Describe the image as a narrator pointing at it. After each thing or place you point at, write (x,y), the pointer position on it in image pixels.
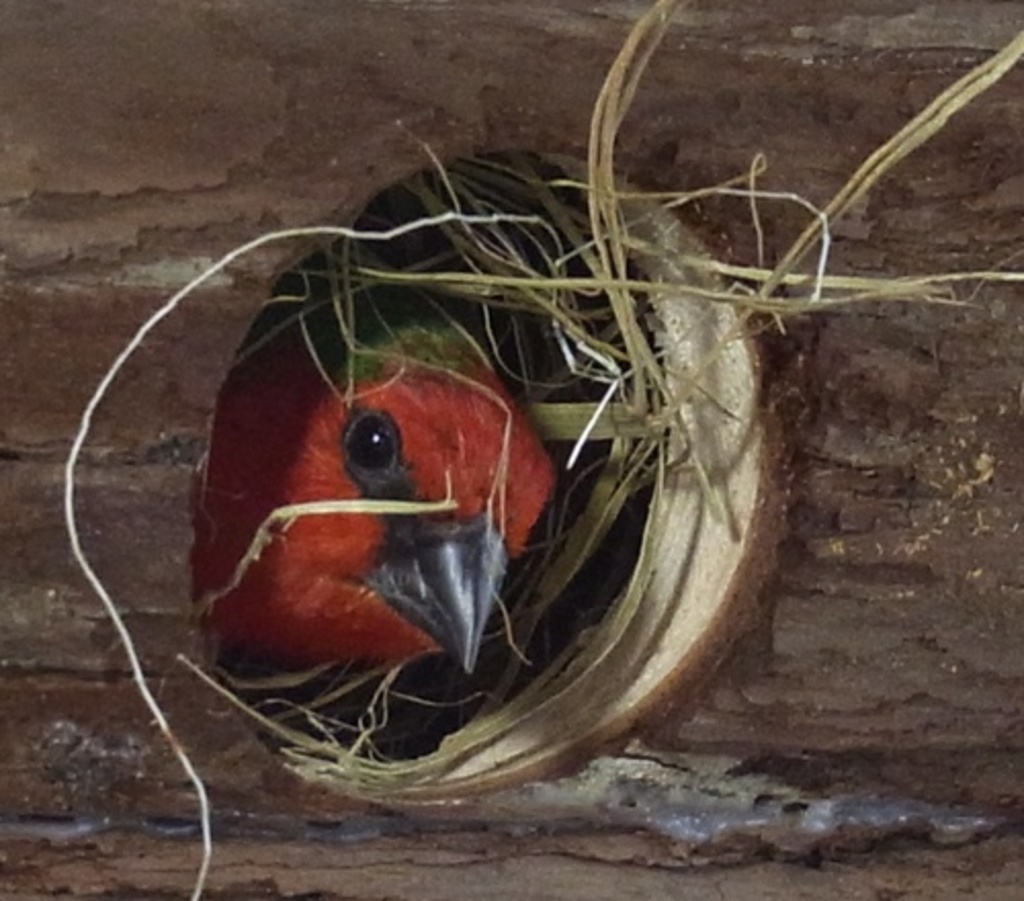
Here there is a red color bird (472,537) in the nest (549,556).
